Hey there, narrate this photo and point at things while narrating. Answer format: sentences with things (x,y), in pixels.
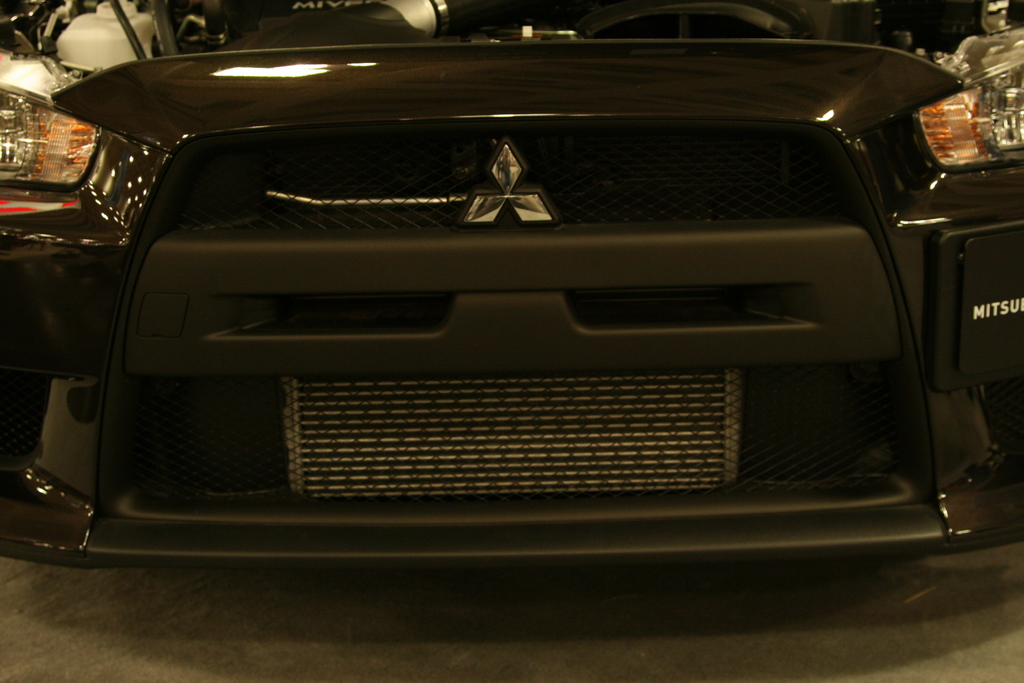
In the foreground of this image (739,324), there is a bumper (390,298), head lights (43,145) and a bonnet (589,70) of a vehicle (431,70). At the bottom (594,655), it seems like a floor (195,648).
